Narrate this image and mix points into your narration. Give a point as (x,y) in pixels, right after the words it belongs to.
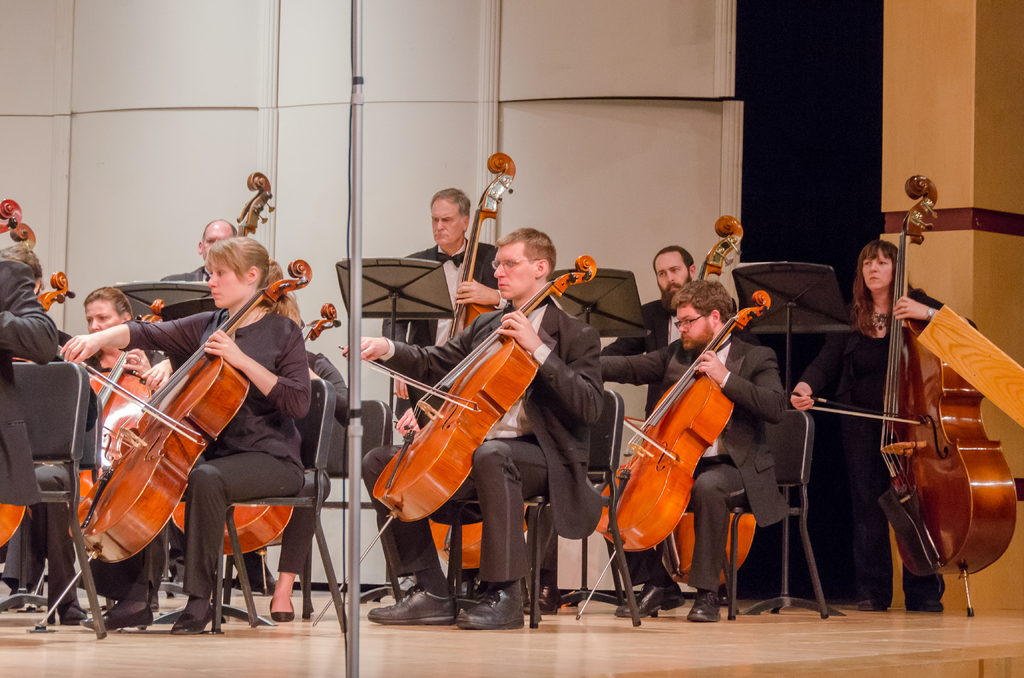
In this picture, we can see a few people (460,355) holding some musical instruments (691,461), and we can see the ground (526,633) with chairs (732,610), poles (582,545), and we can see the wall (592,558).
